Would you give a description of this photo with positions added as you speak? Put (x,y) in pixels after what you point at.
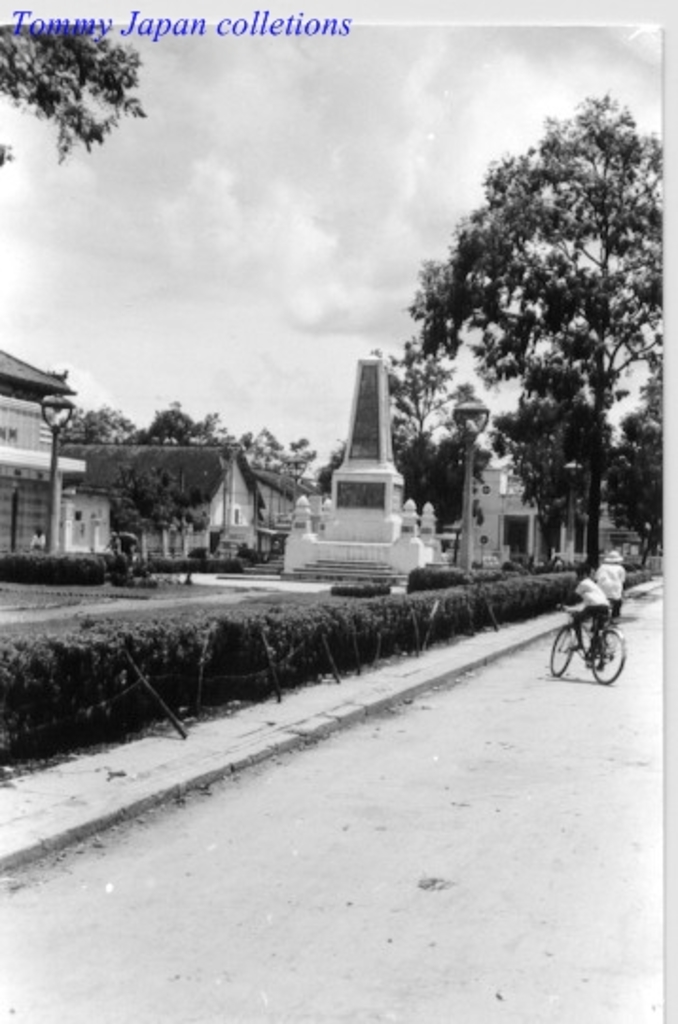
In the picture I can see two persons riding a bicycle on the road (587,745). I can see the bushes (274,639) and a metal fence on the side of the road (631,608). I can see the houses (102,549) on the left side (91,542). There are trees (579,242) on the top right side (602,255). I can see the memorial stone construction (355,465). There are clouds (399,308) in the sky (298,236).
